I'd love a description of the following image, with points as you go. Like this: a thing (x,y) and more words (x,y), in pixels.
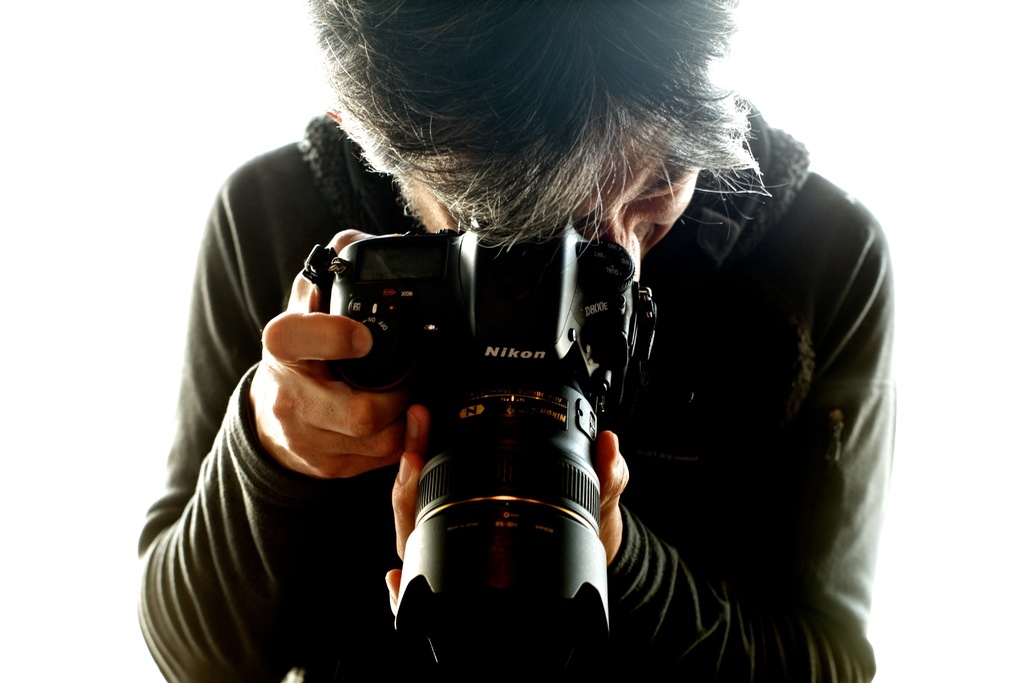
This person (445,114) is holding a camera (443,460) with his hands (613,510) and taking a snap.
